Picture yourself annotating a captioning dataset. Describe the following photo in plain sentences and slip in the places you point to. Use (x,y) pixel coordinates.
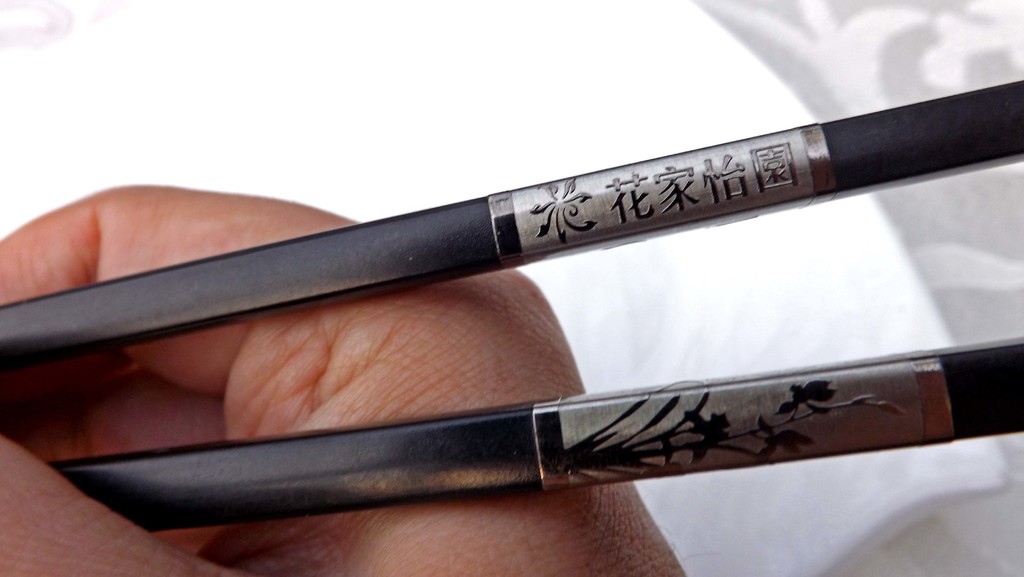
In this image there is a hand (240,399) which is holding two sticks (275,312). On the sticks (738,444) there is some design (667,201). In the background (716,76) it is white color.
